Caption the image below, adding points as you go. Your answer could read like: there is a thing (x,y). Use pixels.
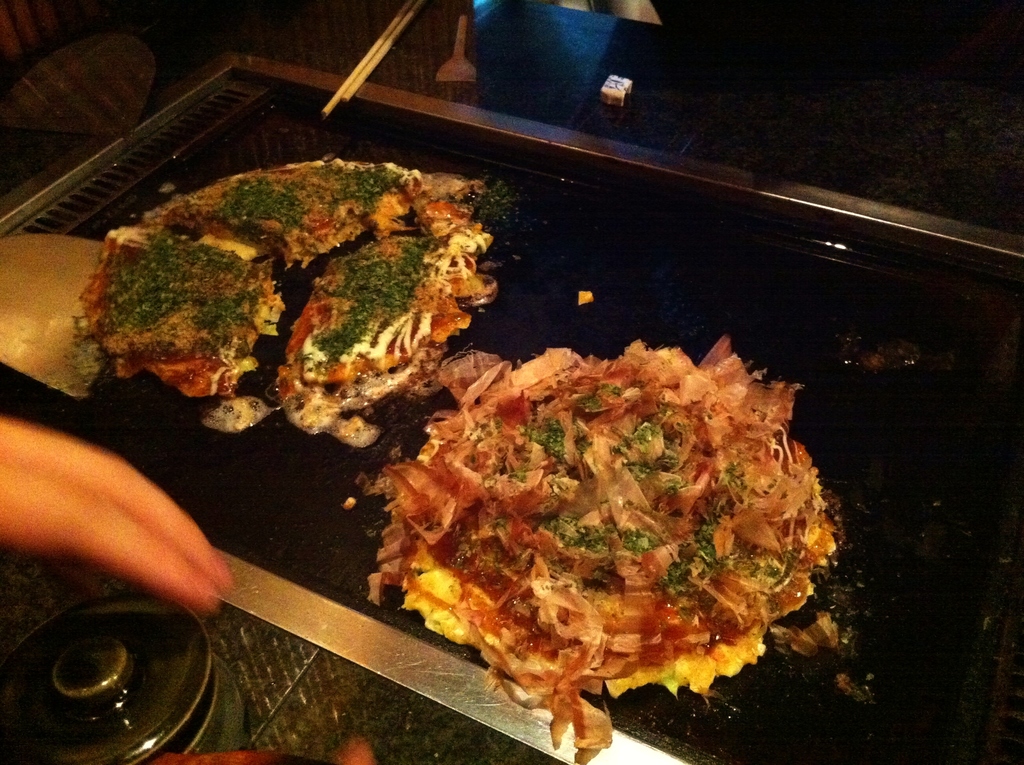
In this image, I can see the food items (374,296), which are on the induction stove (388,442). At the top of the image (356,81), I think these are the chopsticks (369,71). On the left side of the image (130,514), I can see a person's fingers (80,493). This looks like a jar (182,715) with a lid (136,679).
